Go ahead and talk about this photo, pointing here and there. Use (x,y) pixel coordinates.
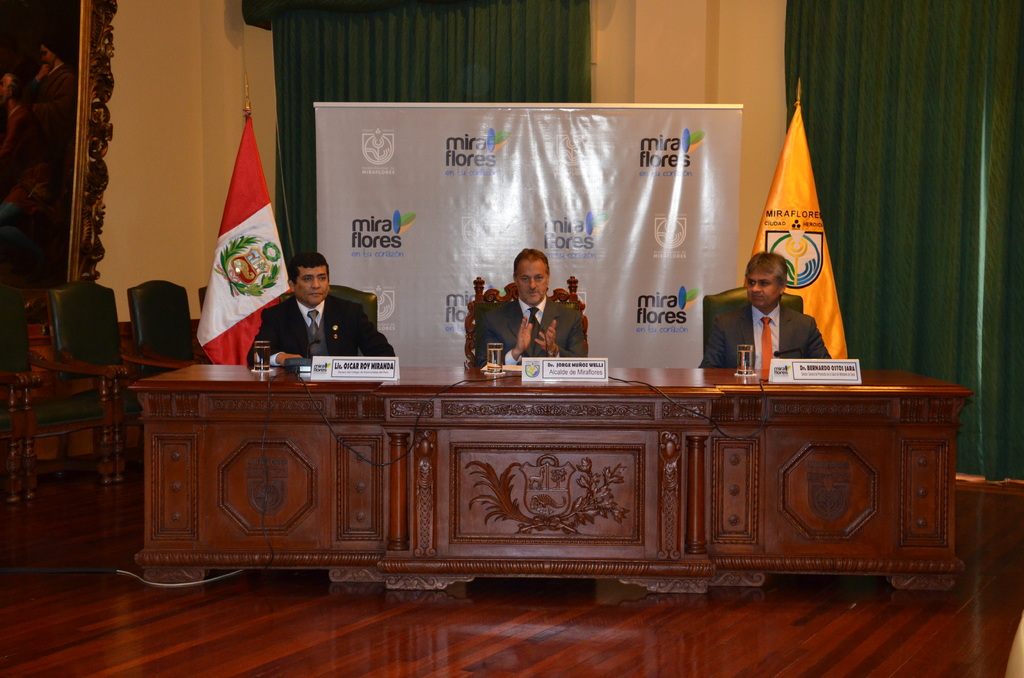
In this picture, we see three men (800,318) are sitting on the chairs (345,289). The man (548,324) in the middle (559,331) is clapping his hands (524,336). In front of them, we see a table (427,425) on which the name boards (549,382), glasses (491,358) and microphones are placed. Behind them, we see a banner (462,218) in white color with some text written on it. On either side of the banner (366,235), we see the flags (251,192) in white, red and yellow color. On the left side (171,342), we see the chairs (150,359). Behind that, we see a white wall (122,152) on which a photo frame (29,144) is placed. In the background (527,91), we see a white wall (670,62) and the curtains (990,101) in green color. At the bottom (370,616), we see the wooden floor (476,632).
